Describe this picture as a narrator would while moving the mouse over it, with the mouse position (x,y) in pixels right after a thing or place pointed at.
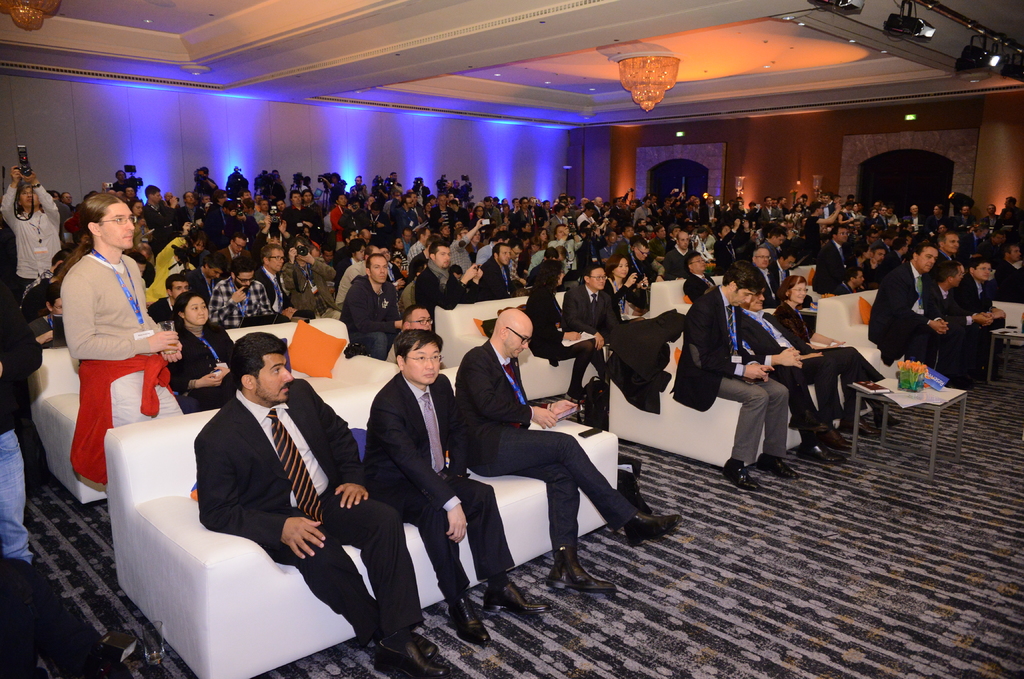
In this image, I can see groups of people (639,303) sitting and groups of people (337,245) standing. Among them few people (384,197) are holding the cameras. In front of the people (914,300), I can see a flower vase (921,385), a book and papers (937,400) on a table (936,396), which is on the carpet (863,649). On the right side of the image (995,357), I can see another table (1009,353). At the top of the image (632,84), I can see the chandeliers (646,60), ceiling lights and focus lights (993,67).
